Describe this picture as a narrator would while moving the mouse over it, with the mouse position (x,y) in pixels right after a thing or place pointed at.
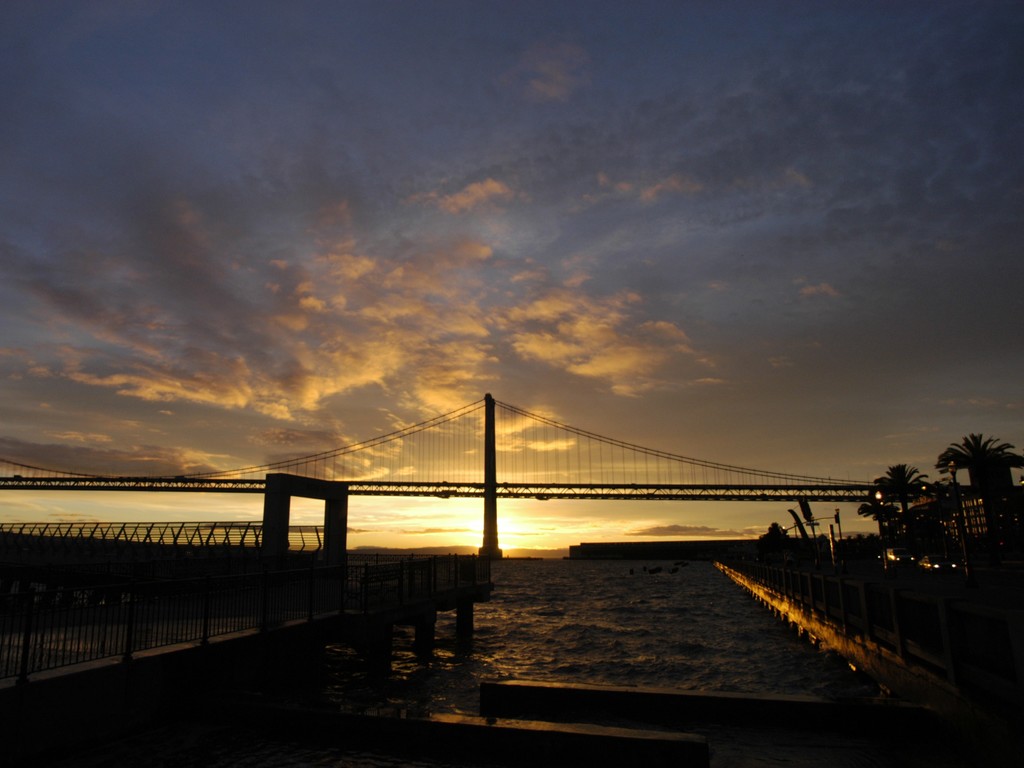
This is a dark picture, we can see a bridge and there is water (502,585), at the right side (902,498) we can see trees (902,498), at the top (346,34) there is a sky (466,5).
